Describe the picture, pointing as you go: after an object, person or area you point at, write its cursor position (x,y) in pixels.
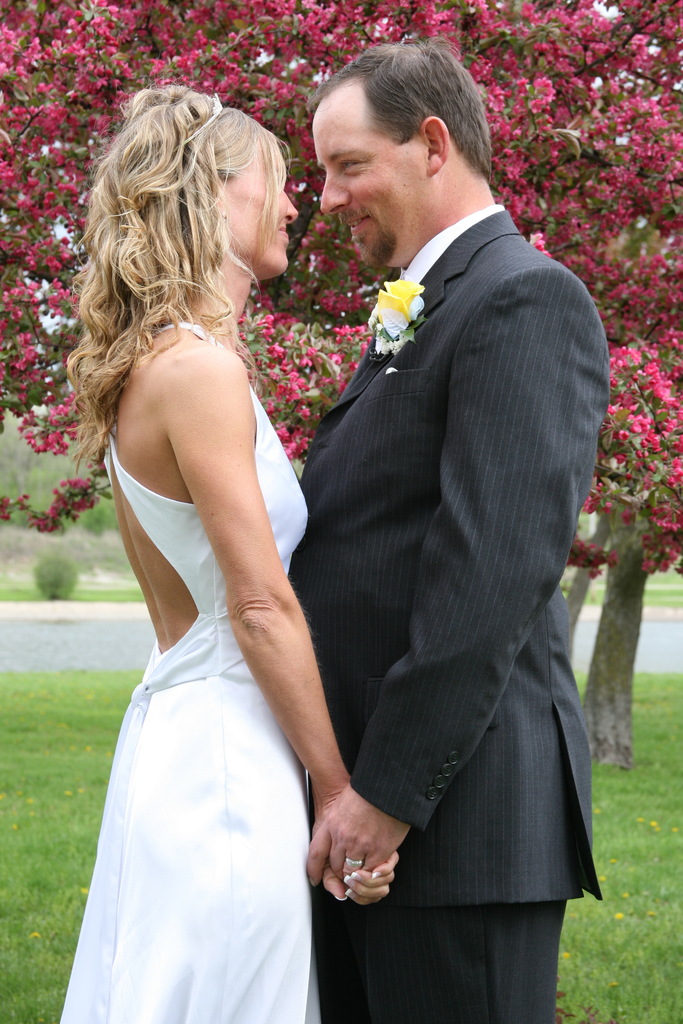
In this image, in the middle (323,513), we can see two people (354,539) man (371,542) and woman (237,535) are holding their hands (364,795). In the background (37,184), we can see some trees (573,98), flowers (37,184). At the bottom (37,761), we can see a road (77,653) and a grass (46,799).
